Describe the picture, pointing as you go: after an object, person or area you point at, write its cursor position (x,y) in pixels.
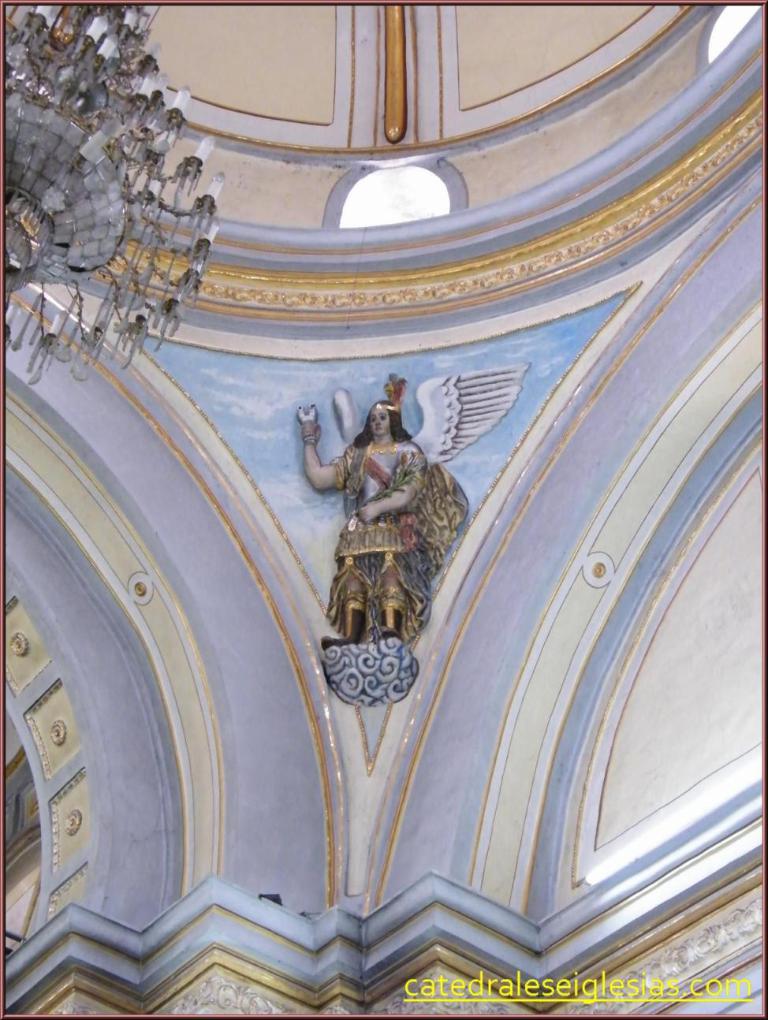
In this image in the middle (422,431) there is an art (422,431). At the bottom (549,998) there is a text (630,986). This image is clicked inside a building (286,527). On the left (108,139) there is a chandelier (157,158).
